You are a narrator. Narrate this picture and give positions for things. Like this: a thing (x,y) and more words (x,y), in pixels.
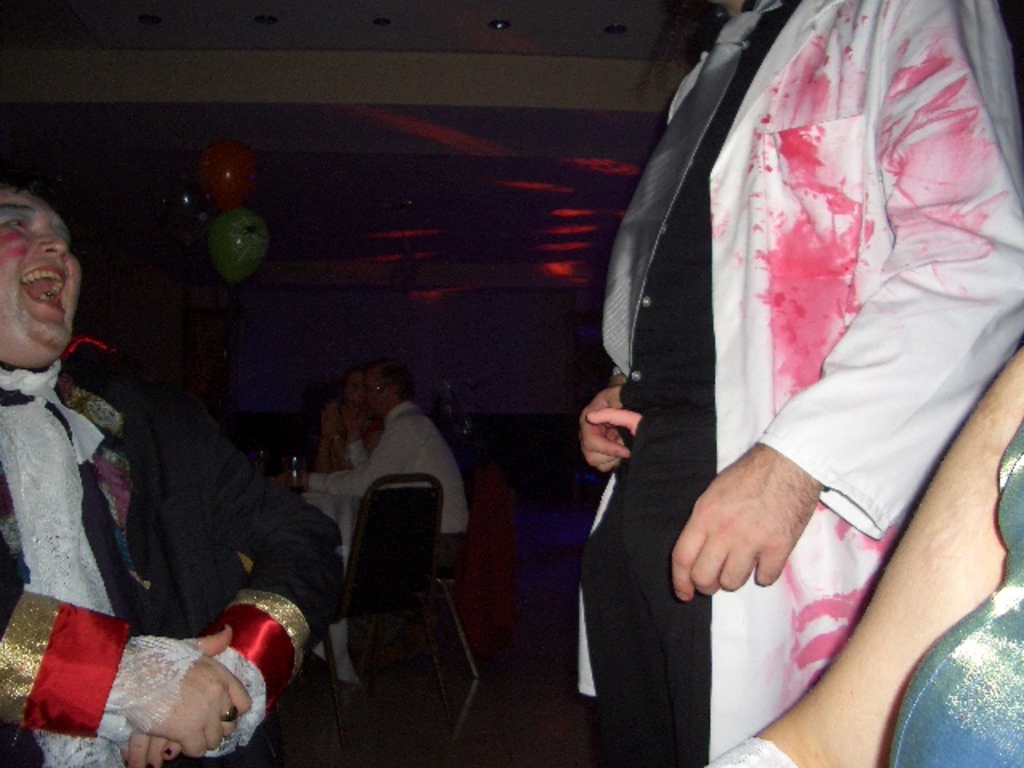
In this image, we can see people (257,502) wearing costumes (79,558) and some are sitting on the chairs (365,550) and we can see a bottle (293,463) on the table (286,479) and there are balloons (221,219) and a wall (326,217). At the top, there are lights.
